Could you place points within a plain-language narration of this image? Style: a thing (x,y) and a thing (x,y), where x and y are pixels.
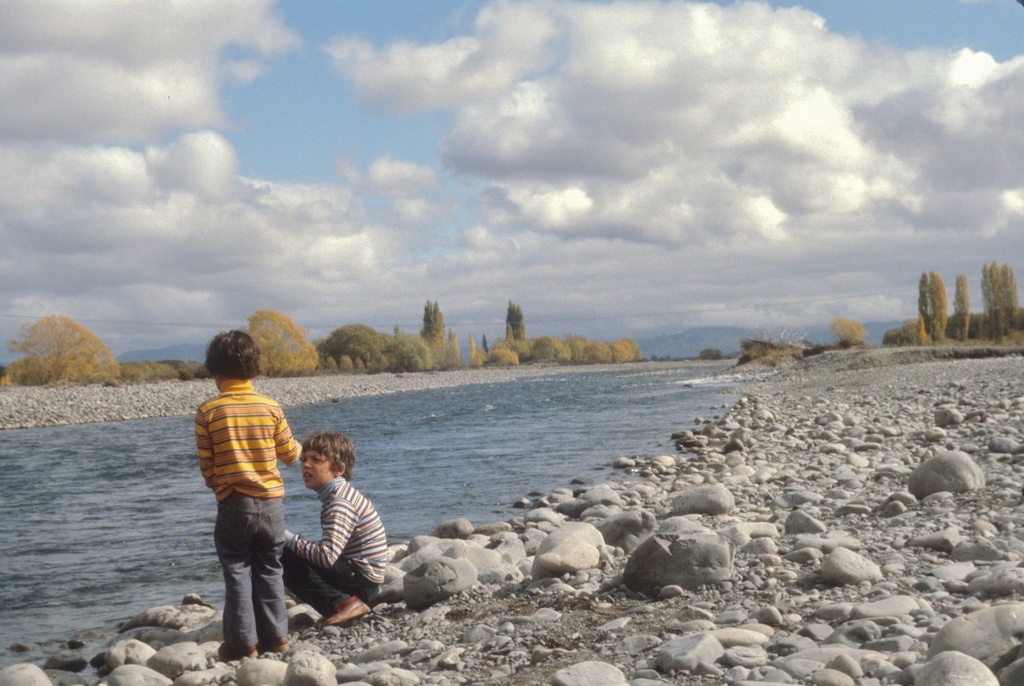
This picture is clicked outside. In the foreground (533,632) we can see the rocks (703,465) and a water body (22,474) and we can see a kid (336,514) seems to be sitting on the rock (388,583) and we can see a kid (256,398) standing on the ground (276,652). In the background (642,144) we can see the sky (449,177) with the clouds (473,190) and we can see the rocks (63,393), trees (293,339) and plants (342,338).
